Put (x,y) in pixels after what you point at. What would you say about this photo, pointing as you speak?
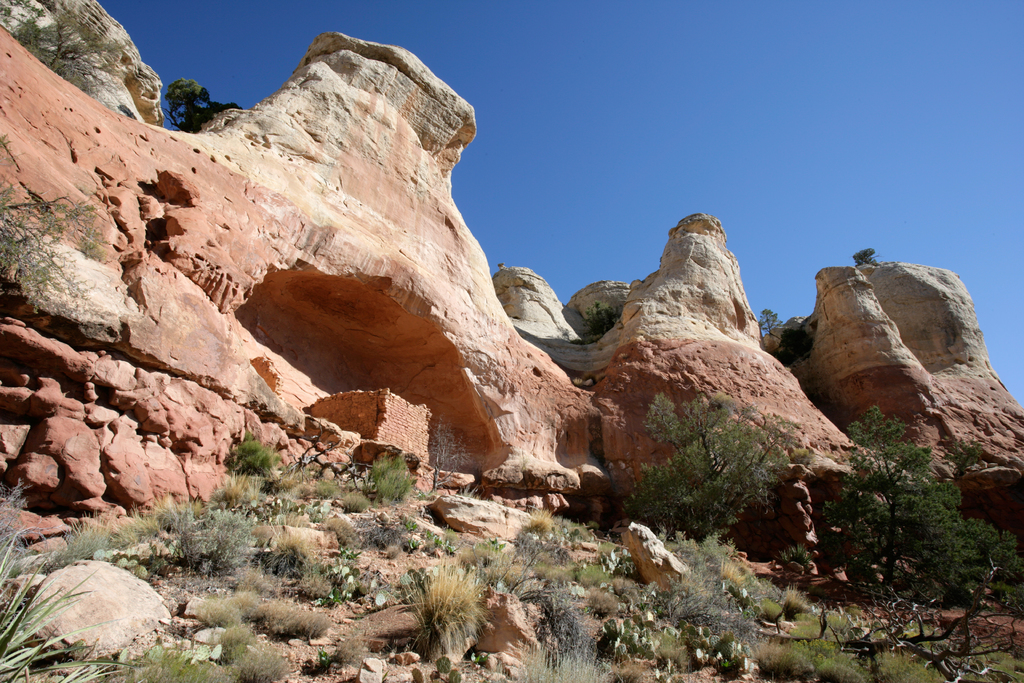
As we can see in the image there are hills (314,275), grass (2,551) and trees (883,546). On the top (766,117) there is blue sky (819,112).
